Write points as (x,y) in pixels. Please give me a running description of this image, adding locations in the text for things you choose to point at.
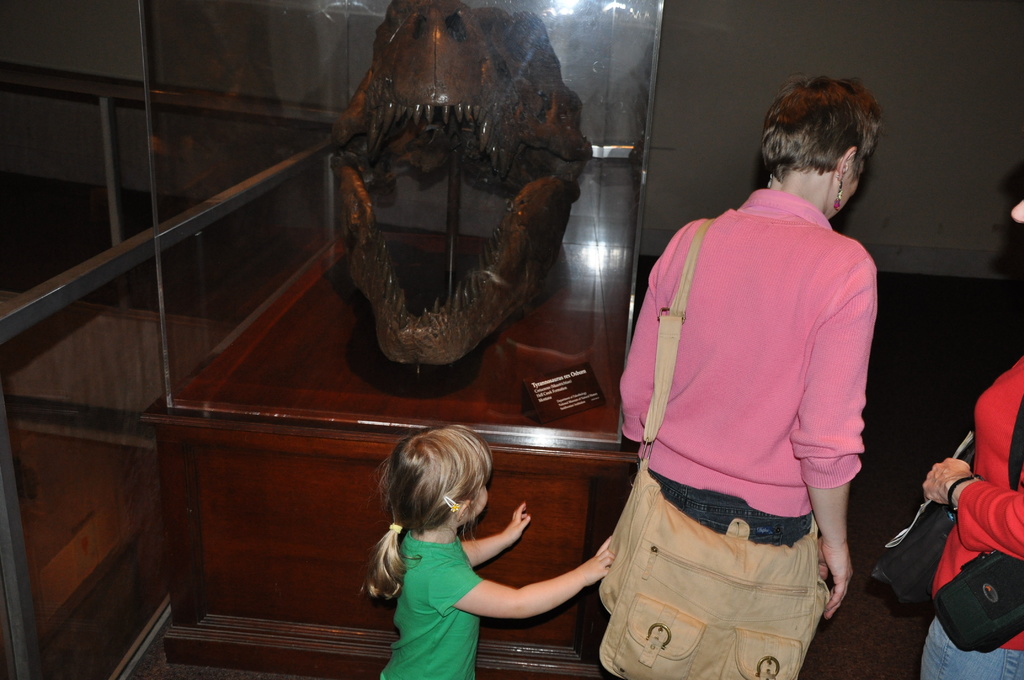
In this image there is a kid (444,534) and two people (818,488), behind them there is an artifact (383,273) in a glass box (384,226) with a descriptive note (591,401), in the background of the image (759,138) there is a wall (735,209), beside the artifact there is a metal rod fence (246,183).
